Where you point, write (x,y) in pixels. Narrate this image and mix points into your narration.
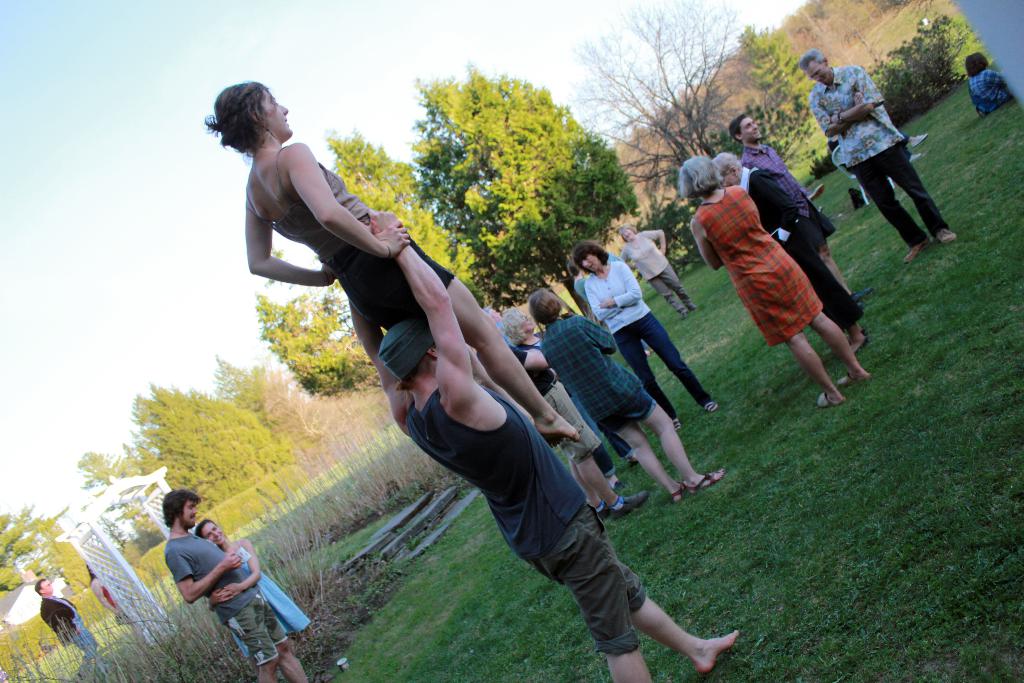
This image is clicked outside. There are trees (505,123) in the middle (467,228). There is sky (303,90) at the top (384,90). There are some persons (555,387) in the middle (555,387).
